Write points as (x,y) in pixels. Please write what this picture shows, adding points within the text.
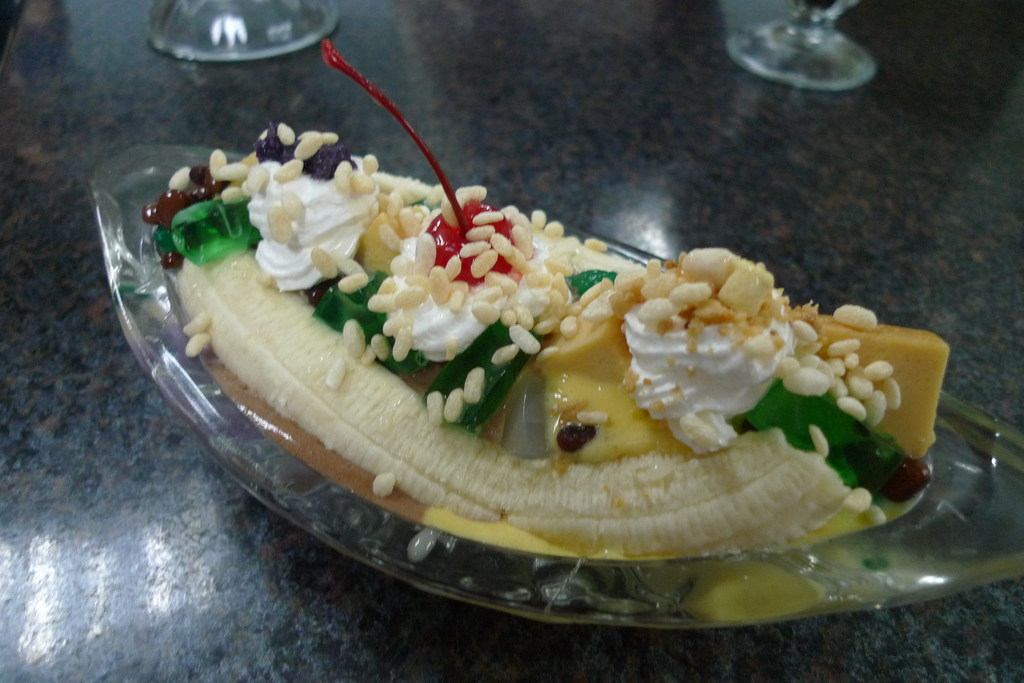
In the picture there is bowl (120,174) present with the food items (438,404) on the black marble surface (717,95), beside the maybe glasses (782,36) present.
